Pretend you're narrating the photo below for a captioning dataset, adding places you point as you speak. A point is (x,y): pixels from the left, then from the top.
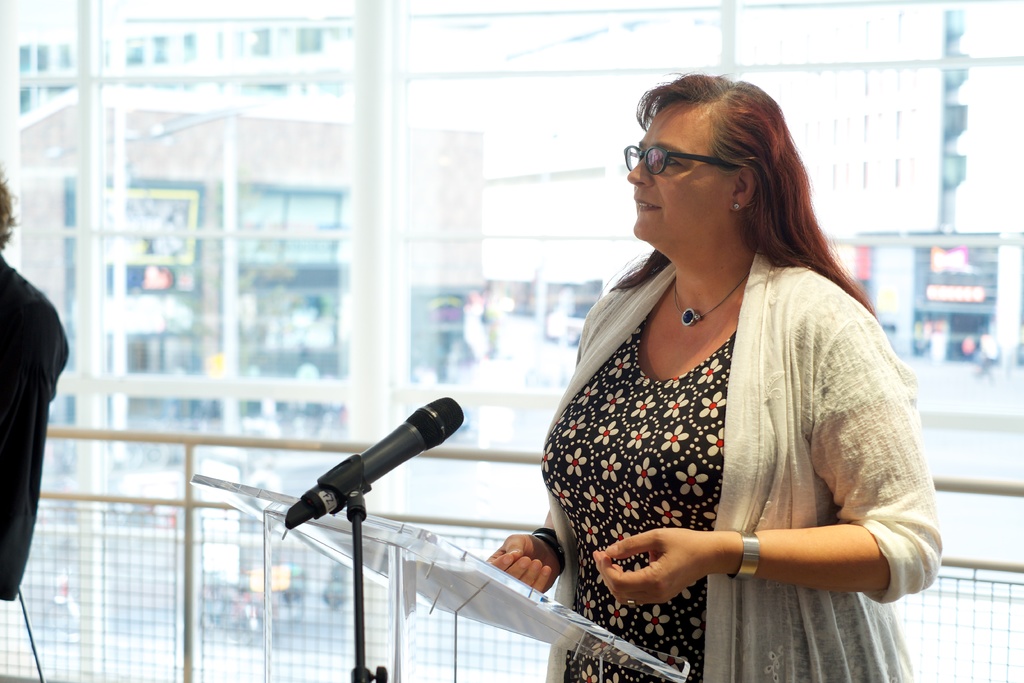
In this image I can see a woman (613,367) is standing, I can see she is wearing white colour shrug (792,430), black dress (689,392) and specs (645,159). I can also see a glass podium (470,583), a mic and here I can see one more person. In the background (161,205) I can see few buildings (344,180) and I can see this image is little bit blurry from background (156,556).
